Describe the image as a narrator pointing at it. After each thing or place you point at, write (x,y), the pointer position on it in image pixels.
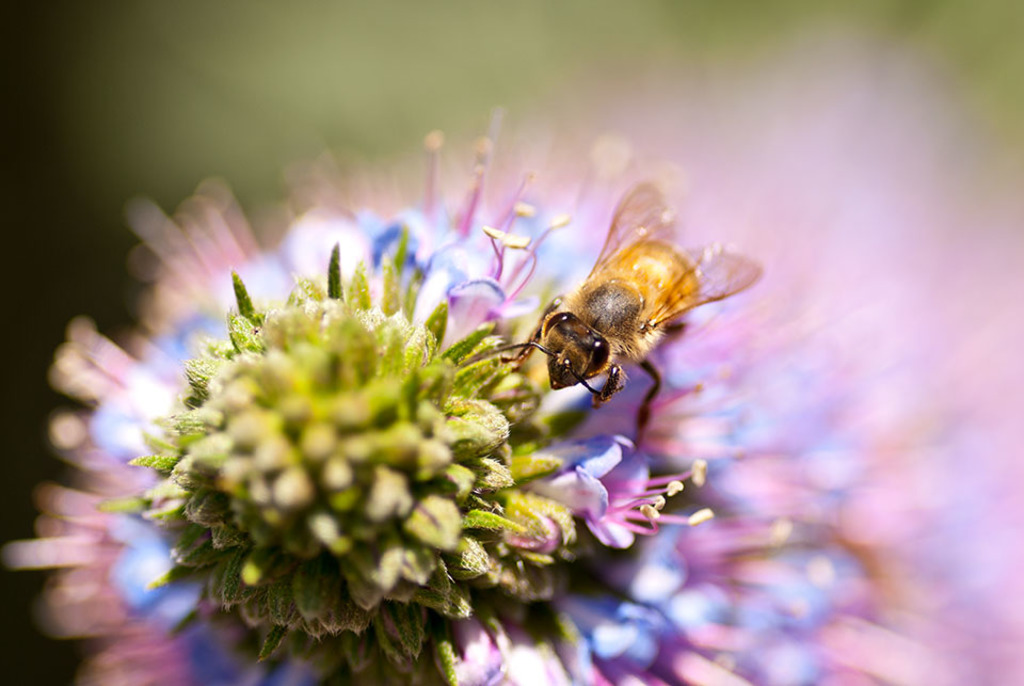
This is the zoom-in picture of a flower (375,469) with one bee (577,328).
